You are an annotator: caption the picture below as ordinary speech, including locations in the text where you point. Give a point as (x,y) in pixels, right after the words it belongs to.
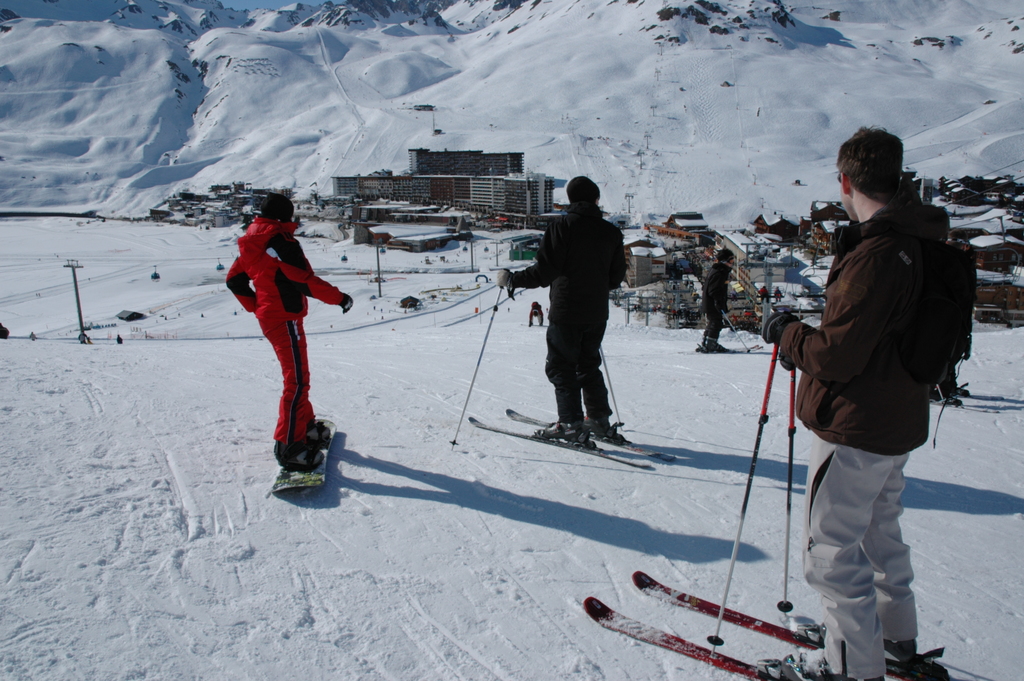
In this picture we can see some people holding sticks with their hands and standing on skis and in the background (488,229) we can see poles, buildings (549,214), snow (440,329), mountains (270,146).
